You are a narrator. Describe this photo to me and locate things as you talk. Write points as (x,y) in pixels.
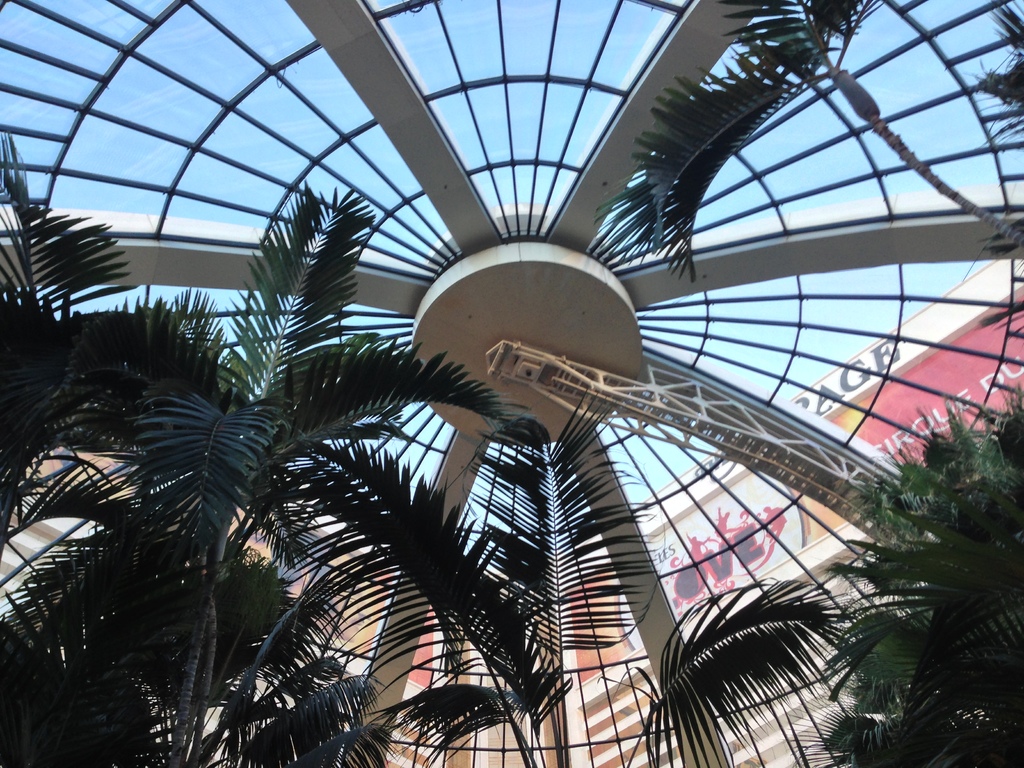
This picture shows buildings (841,521) and we see trees (347,735).
